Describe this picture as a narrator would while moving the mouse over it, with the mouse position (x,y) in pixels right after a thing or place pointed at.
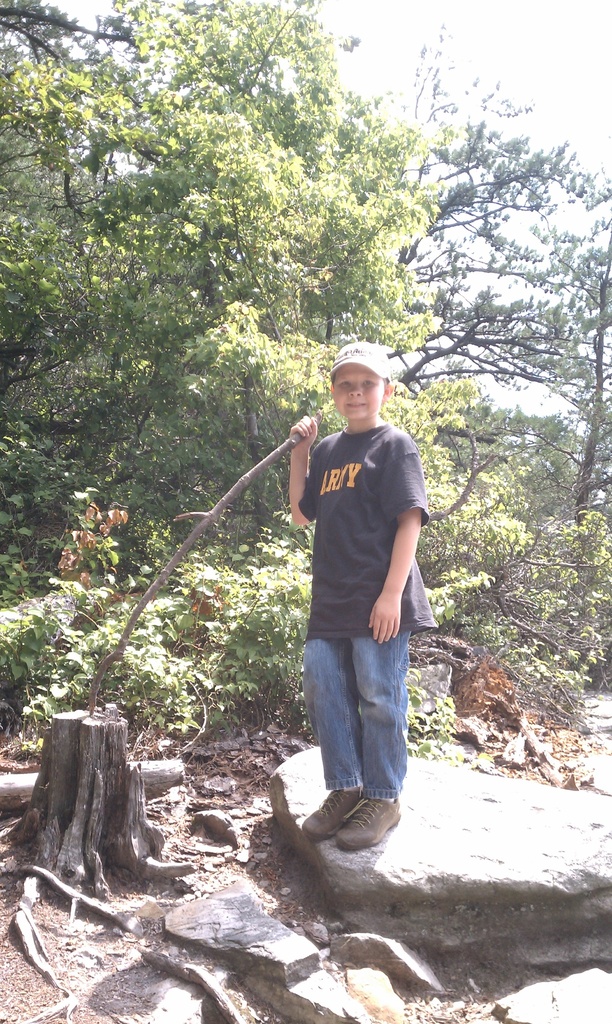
This boy (360,498) wore a cap (355,357) and holding a branch (247,480). Background (232,176) we can see trees (176,318), plants (188,481) and sky (512,61).
